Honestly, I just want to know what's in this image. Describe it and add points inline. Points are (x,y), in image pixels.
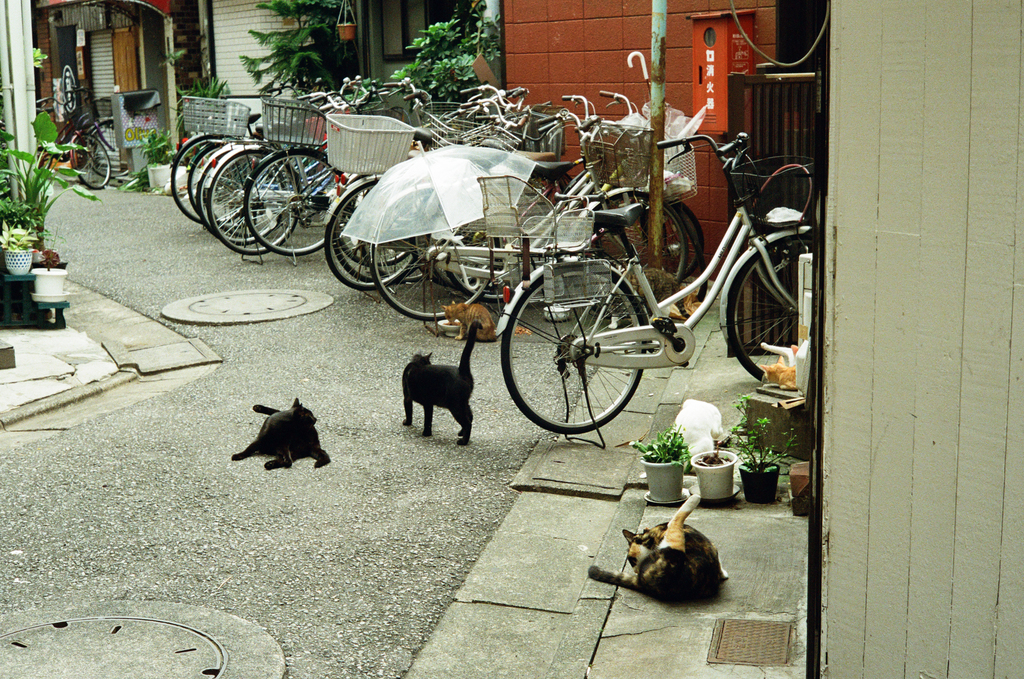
This image consists of many cats (421,375) sitting and lying on the floor (504,537). At the bottom (387,593), there is a road (72,604). In the front (768,188), there are many bicycles (245,153) parked. On the left (26,219) and right, there are small plants (40,216) and houses (629,45).
